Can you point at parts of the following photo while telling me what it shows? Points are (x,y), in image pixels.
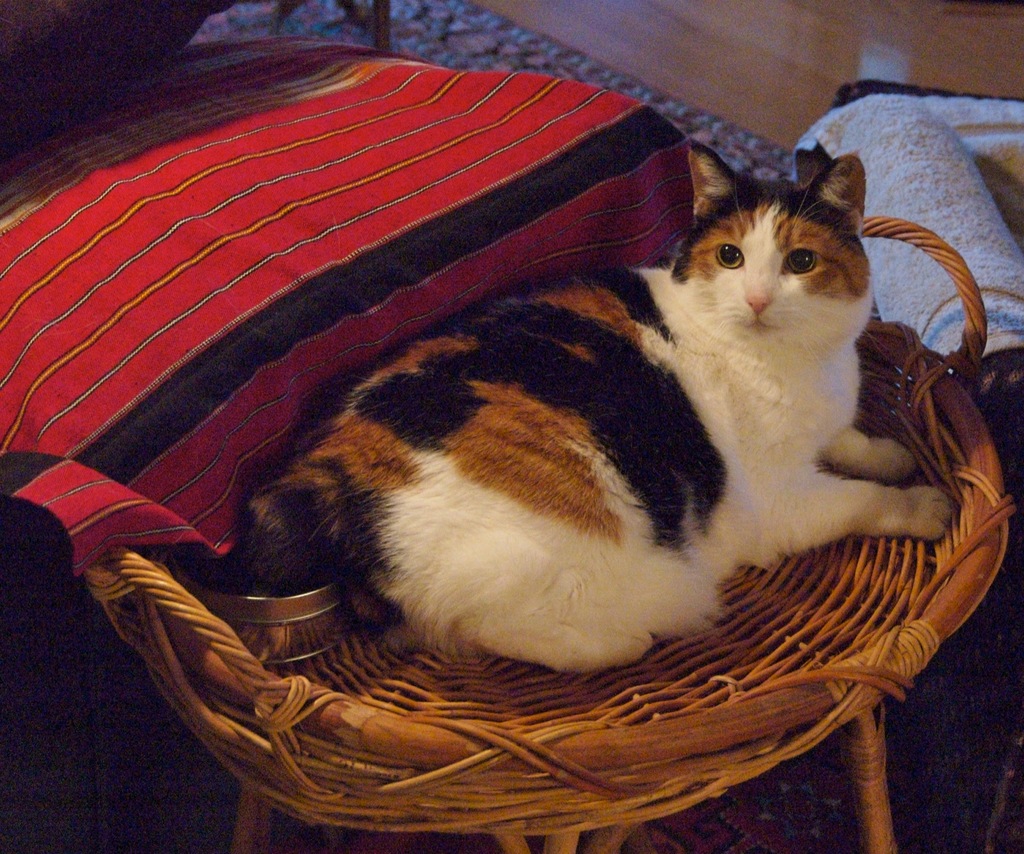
In the picture I can see a cat (600,464) is sitting on a wooden object (630,718). Here I can see clothes (196,214) and some other objects (442,45) on the floor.
